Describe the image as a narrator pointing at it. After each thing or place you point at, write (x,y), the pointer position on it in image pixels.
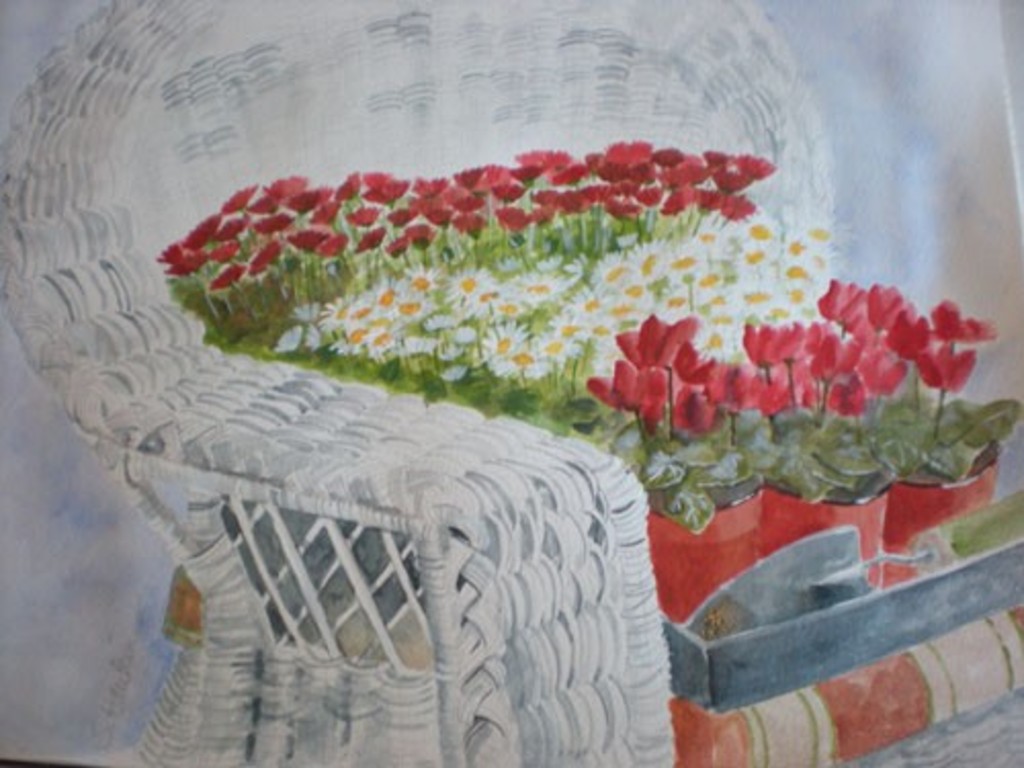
The picture consists of a painting (151,365). In the picture there is a couch (491,100), on the couch (623,100) there are flower pots (806,526) of different flowers (545,277).
